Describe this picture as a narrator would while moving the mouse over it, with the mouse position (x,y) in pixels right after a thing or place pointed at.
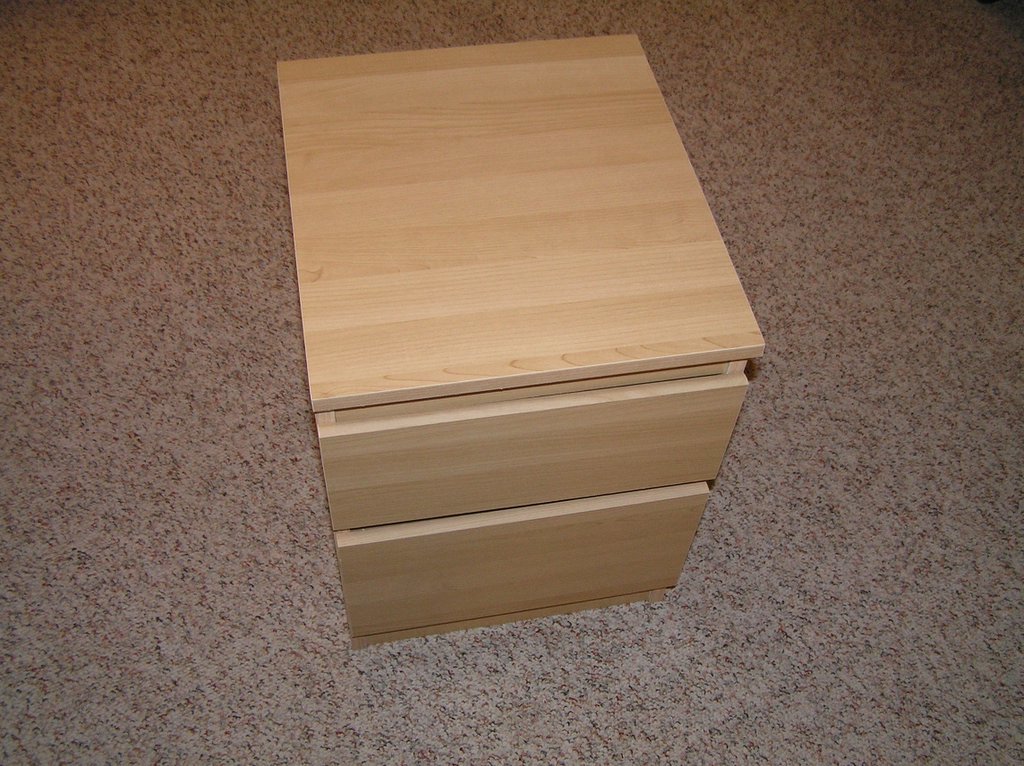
In this image we can see there is a box (497,311) with drawers (495,553) on the floor (149,353).
